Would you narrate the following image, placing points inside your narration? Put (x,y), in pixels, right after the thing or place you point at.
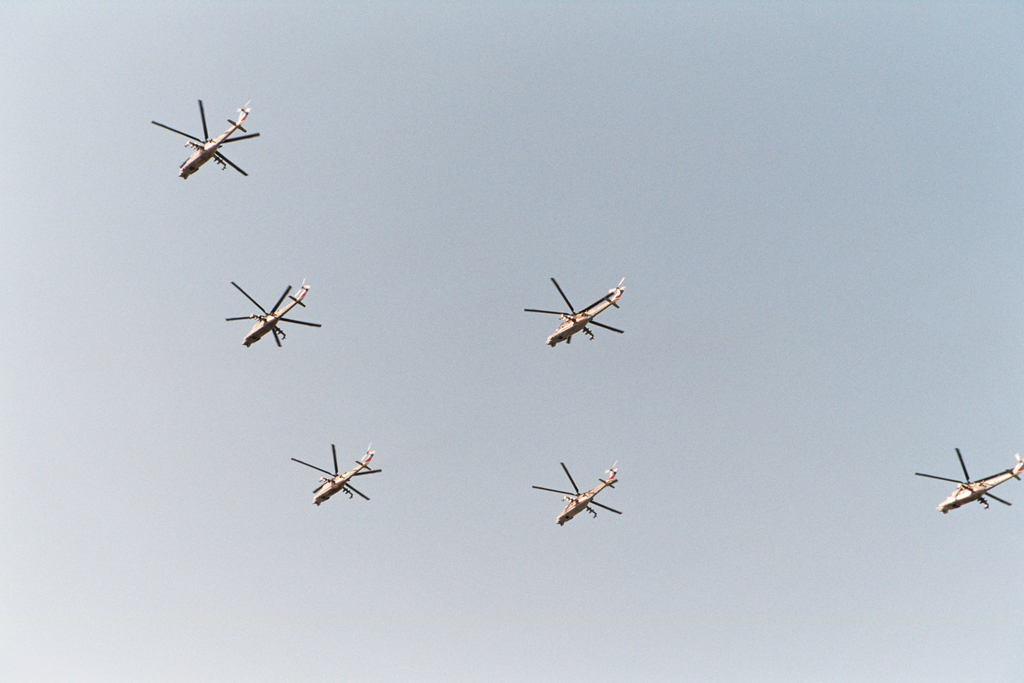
In this picture we can see six helicopters (201,151) flying in the sky (497,533).
